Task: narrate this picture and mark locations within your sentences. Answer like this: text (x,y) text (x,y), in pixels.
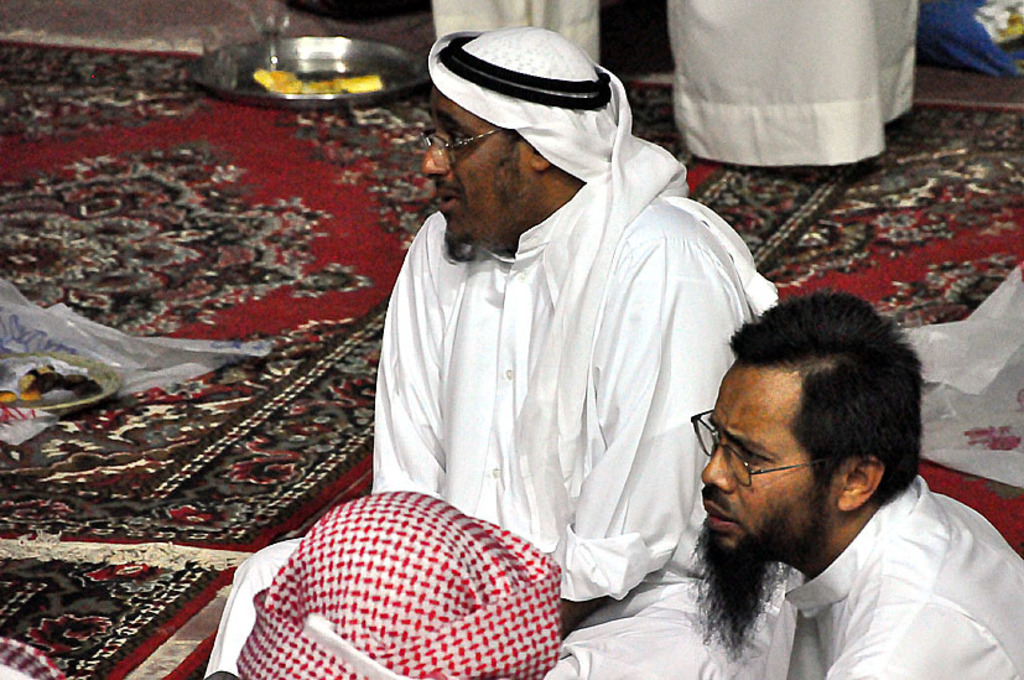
As we can see in the image there are mats (188,234) and few people (697,91) here and here. In the background (329,94) there is a plate (319,73) and glass (268,70).
